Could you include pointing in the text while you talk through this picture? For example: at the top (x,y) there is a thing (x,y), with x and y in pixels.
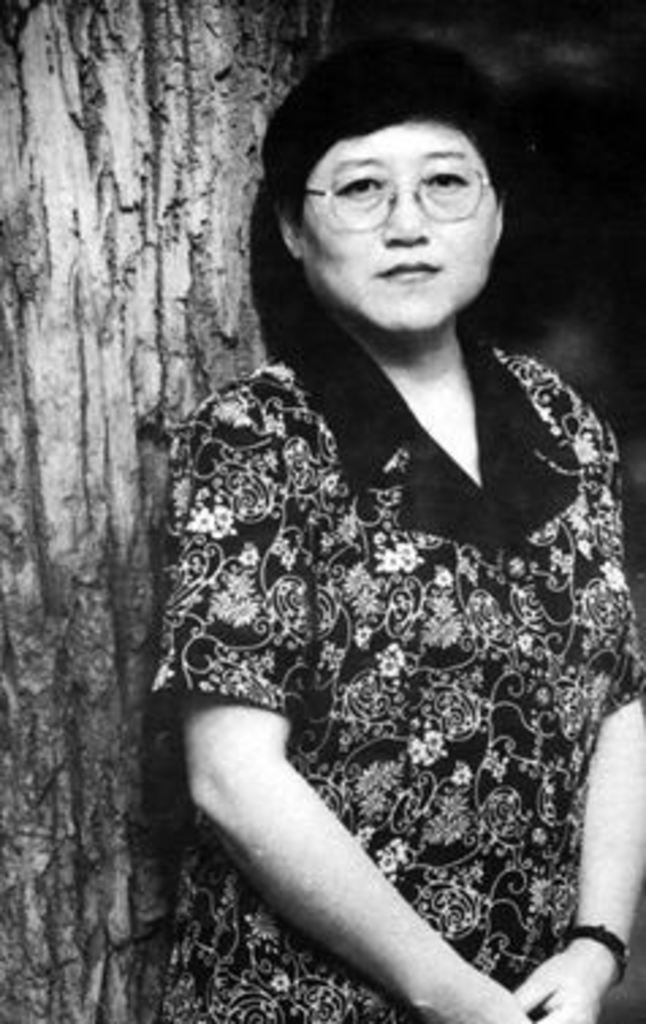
In this black and white picture a person (463,426) is wearing spectacles (381,189) and watch (600,931). She is standing beside a wooden trunk (25,620).
